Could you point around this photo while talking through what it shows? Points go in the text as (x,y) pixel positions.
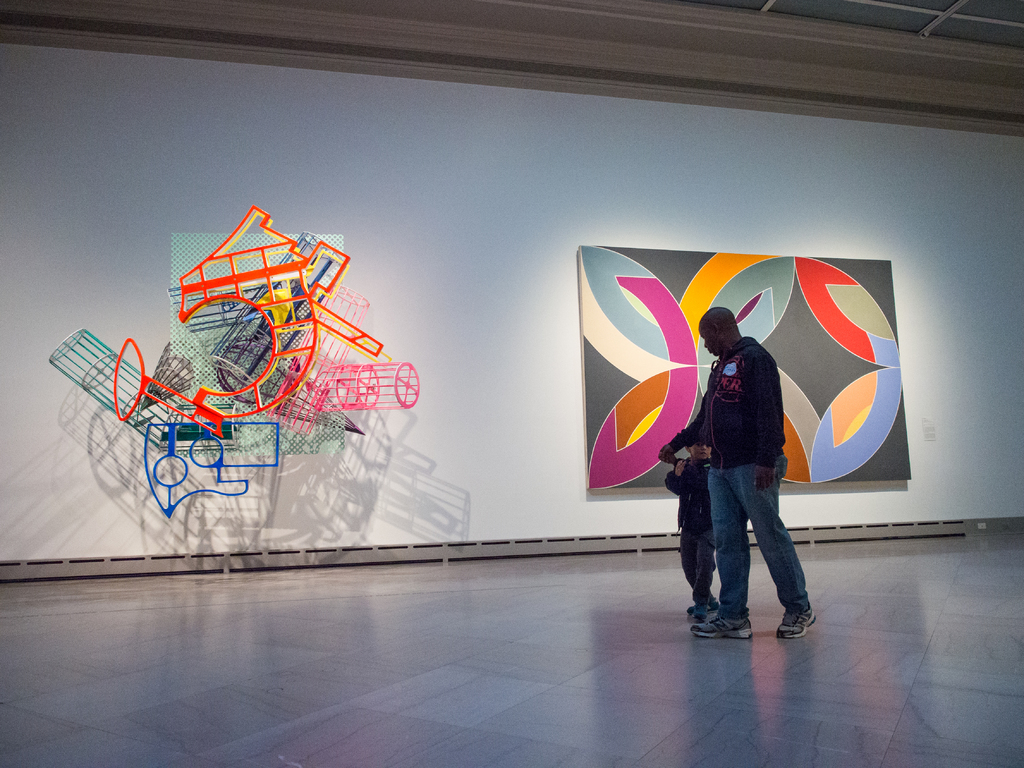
In this image we can a person (726,519) and child (685,552) on the floor (459,685), there we can see a wall (507,337) where a board (627,350) and some objects (270,360) attached to it, there we can also see the ceiling (738,3).
